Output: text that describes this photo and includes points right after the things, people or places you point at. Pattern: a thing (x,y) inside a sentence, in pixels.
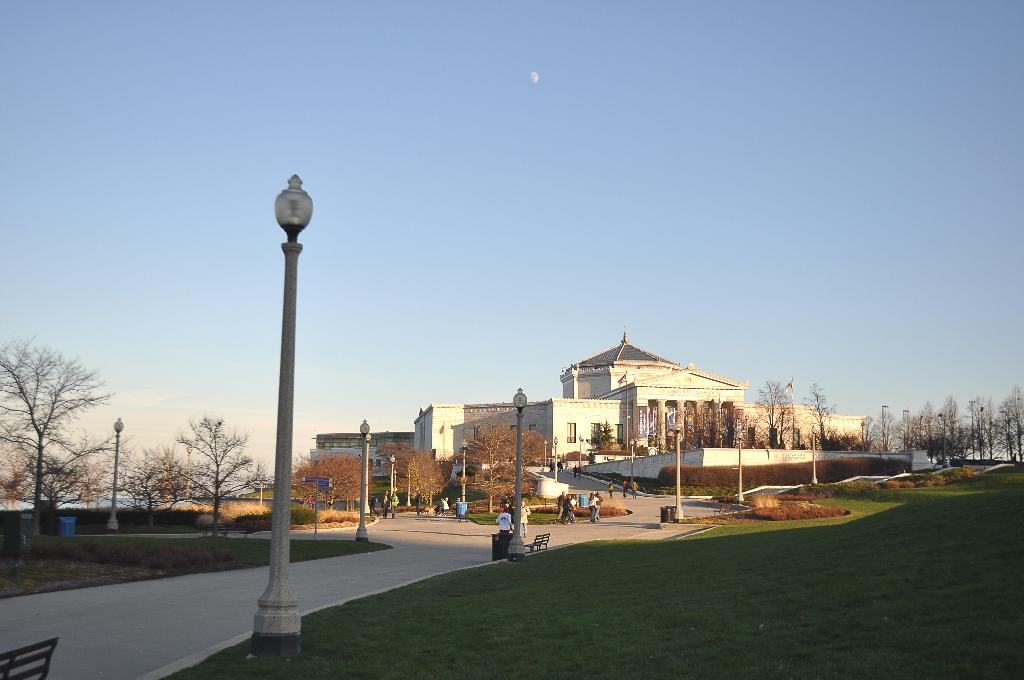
In this image there are buildings (335,436) and we can see poles (364,455). There are benches (20,650) and we can see people (633,481). In the background (74,403) there are trees (69,376) and sky (571,190). At the bottom (669,659) there is grass (767,647).
